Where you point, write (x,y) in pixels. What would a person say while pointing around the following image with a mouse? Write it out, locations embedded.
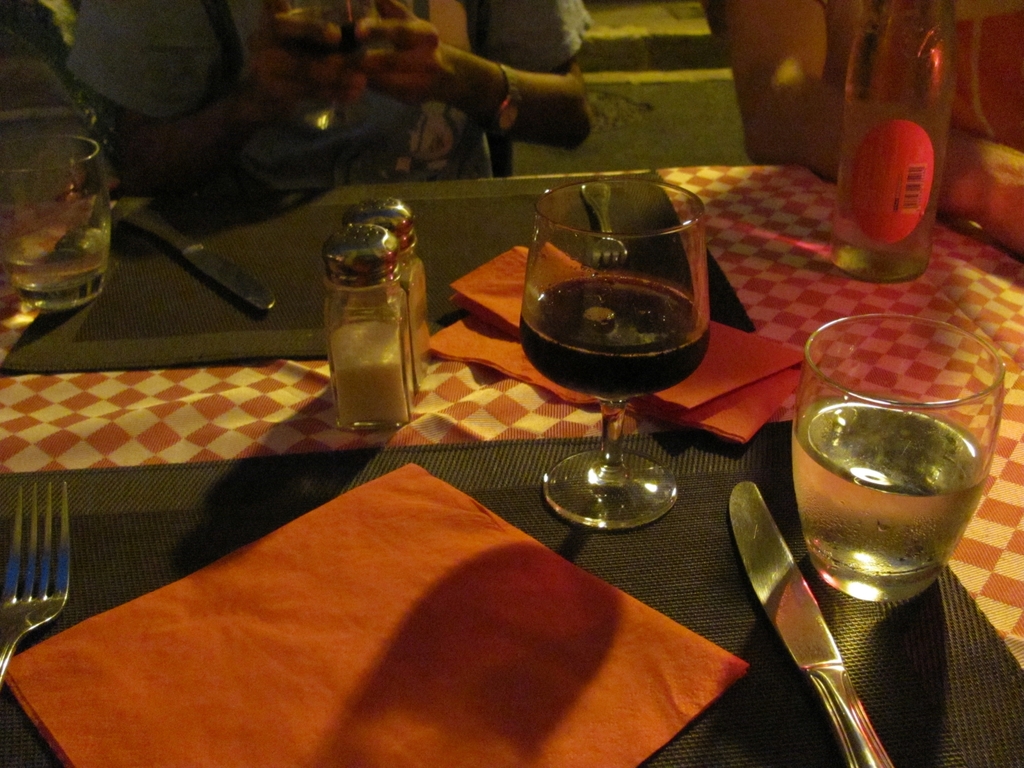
In this picture there is a table (165,341) in front of two people (456,138) sitting, there is a knife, fork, napkin (751,389), water glass (804,513), a wine glass (662,502), sprinklers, there is also a water bottle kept on the table (796,316).
